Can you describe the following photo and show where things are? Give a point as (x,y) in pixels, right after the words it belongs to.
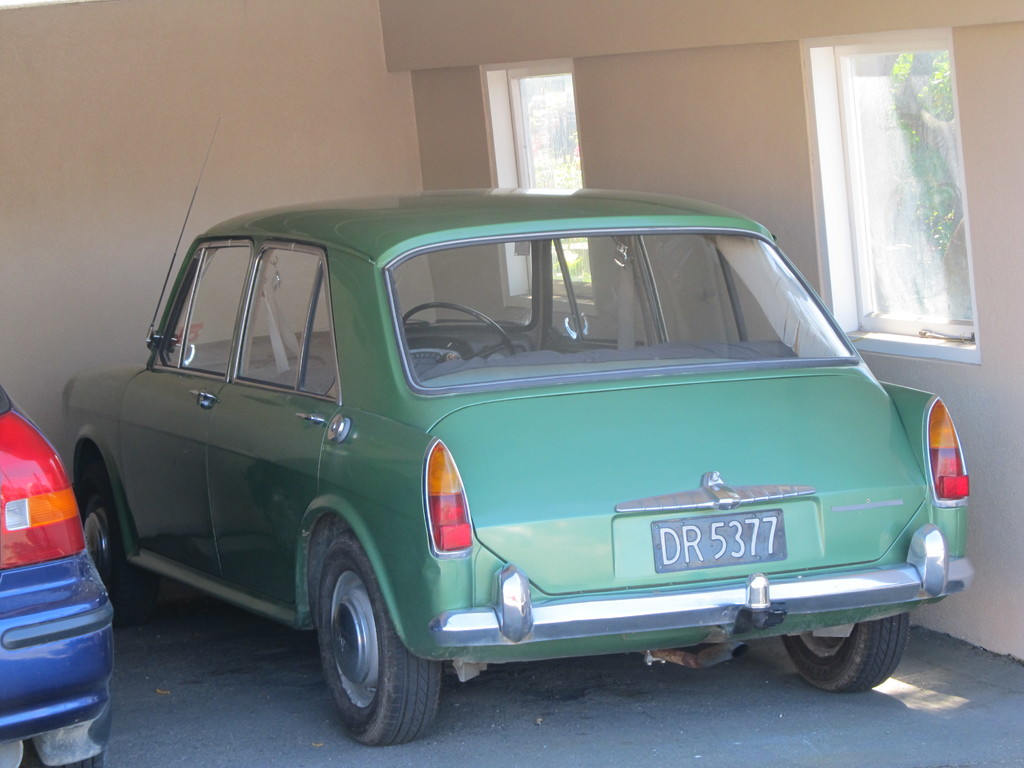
In this image, we can see a green car (511,569) is parked on the surface (722,753). In the background (348,107) we can see wall (343,138), glass windows (532,158). Through the glass (888,180) we can see the other side view. Here we can see few trees (949,160). On the left side (65,634) bottom corner, we can see another vehicle (45,661).
